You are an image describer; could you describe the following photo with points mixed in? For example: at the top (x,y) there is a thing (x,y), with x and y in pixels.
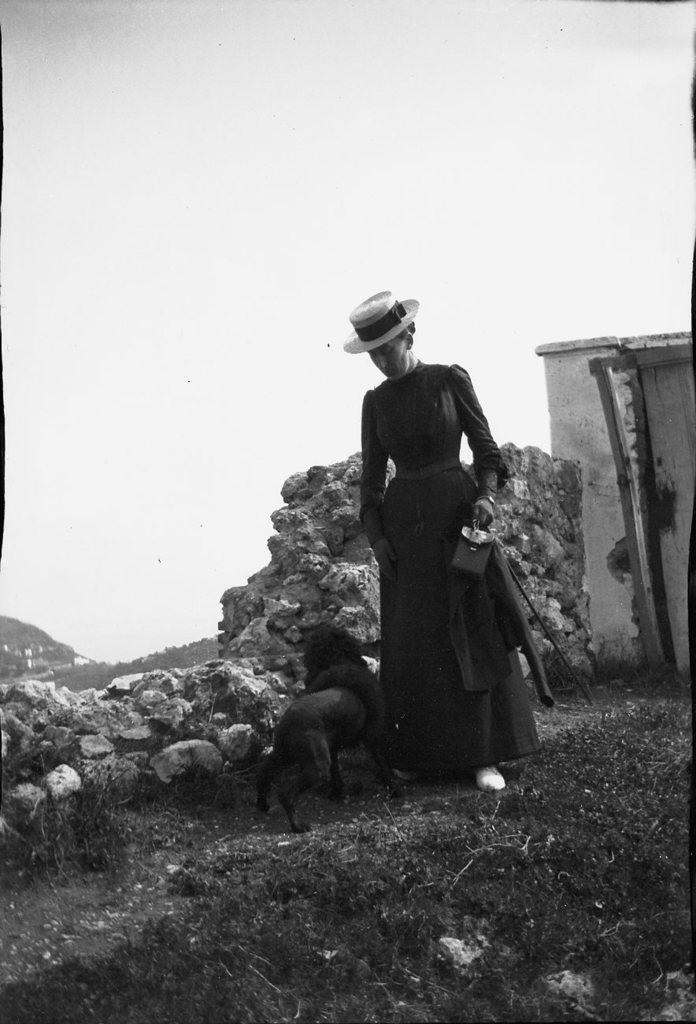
It is a black and white picture. In the front of the image (367,474) I can see rocks (166,765), animal (316,747), wall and woman (396,621). Woman (450,560) is holding objects (458,570). In the background of the image (619,292) there is a sky (231,218).
